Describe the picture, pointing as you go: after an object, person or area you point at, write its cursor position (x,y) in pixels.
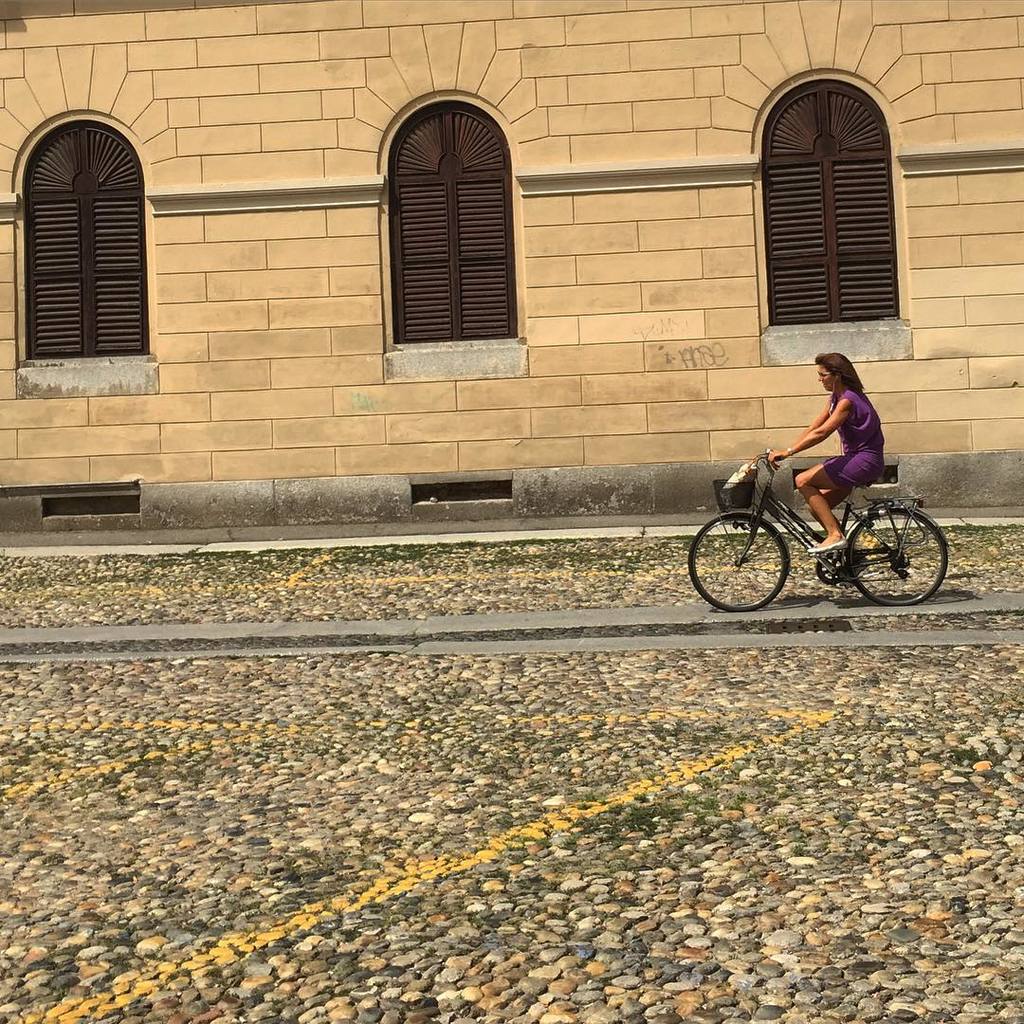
In this picture we can see a building (533,183) with windows (858,288) and in front of this building (286,473) we have path (544,732) with stone structure (518,805) and on this path (638,545) woman (832,427) is riding bicycle (904,500) bags (751,469) are attached to this.
